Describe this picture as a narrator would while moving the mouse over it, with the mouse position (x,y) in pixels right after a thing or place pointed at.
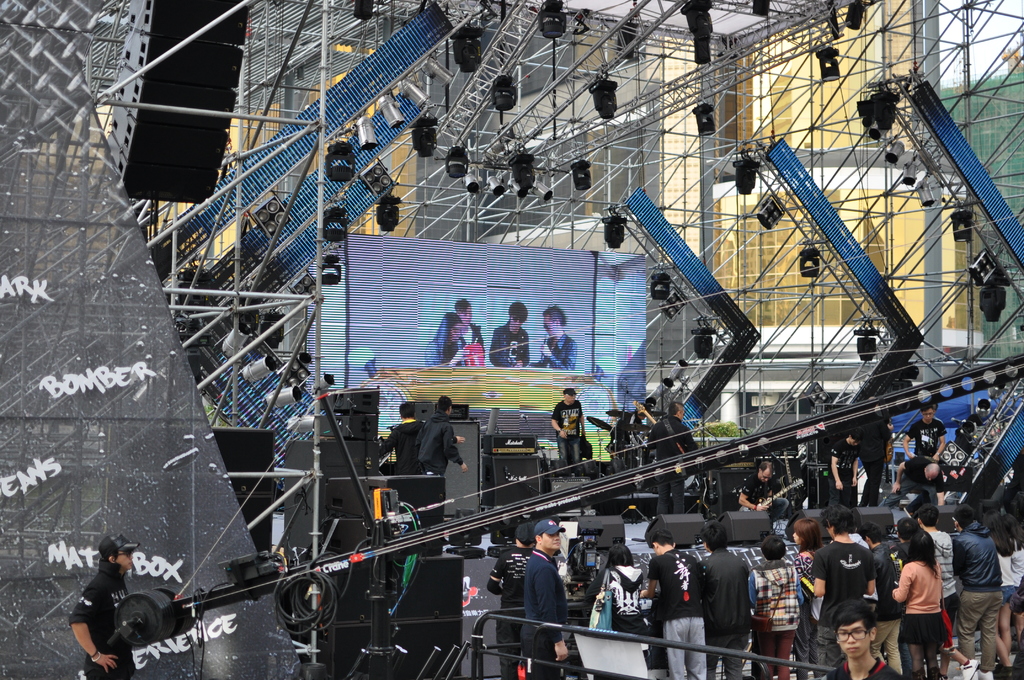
In this picture we can see some people (685,614) standing in the front (957,655), in the background (759,512) there is a stage (584,475), we can see some people (668,432) standing on the stage (712,436), we can also see a screen (545,364), speakers (370,450). There are some lights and metal rods (305,121) at the top of the picture (768,130), there is a building (842,126) in the background (840,69), we can see four persons (507,334) on the screen (495,331), there are some wires (324,596) in the front (323,592).
